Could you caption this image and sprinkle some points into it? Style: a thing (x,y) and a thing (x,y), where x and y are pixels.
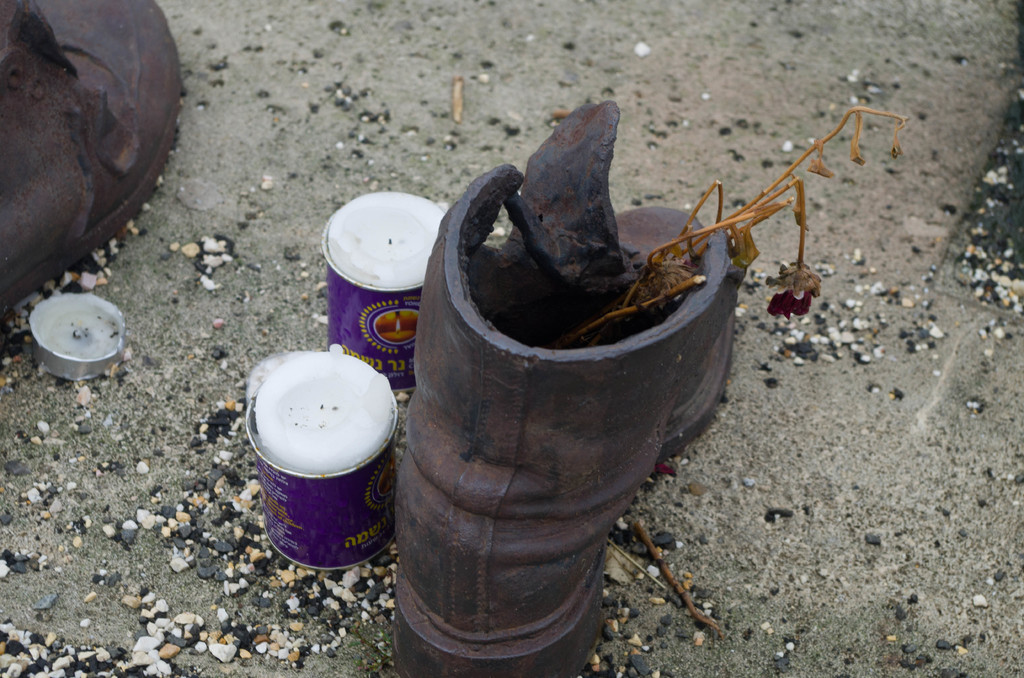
In this picture we can see boots (130,158), candles (92,321), stones (185,566) and some objects (731,235) on the ground (323,176).
